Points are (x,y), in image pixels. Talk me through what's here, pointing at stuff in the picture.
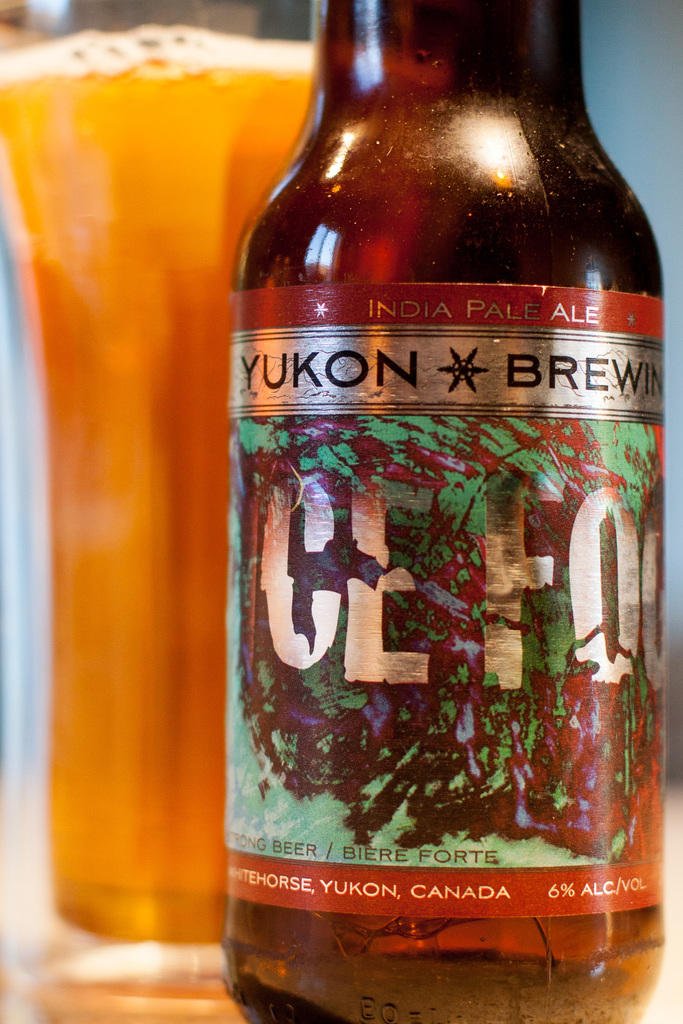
In this image we can see a bottle (457,357) with drink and there is a sticker (492,648) around the bottle (483,652) with some text (384,660) and to the side there is a glass (209,298) with drink (143,674).
